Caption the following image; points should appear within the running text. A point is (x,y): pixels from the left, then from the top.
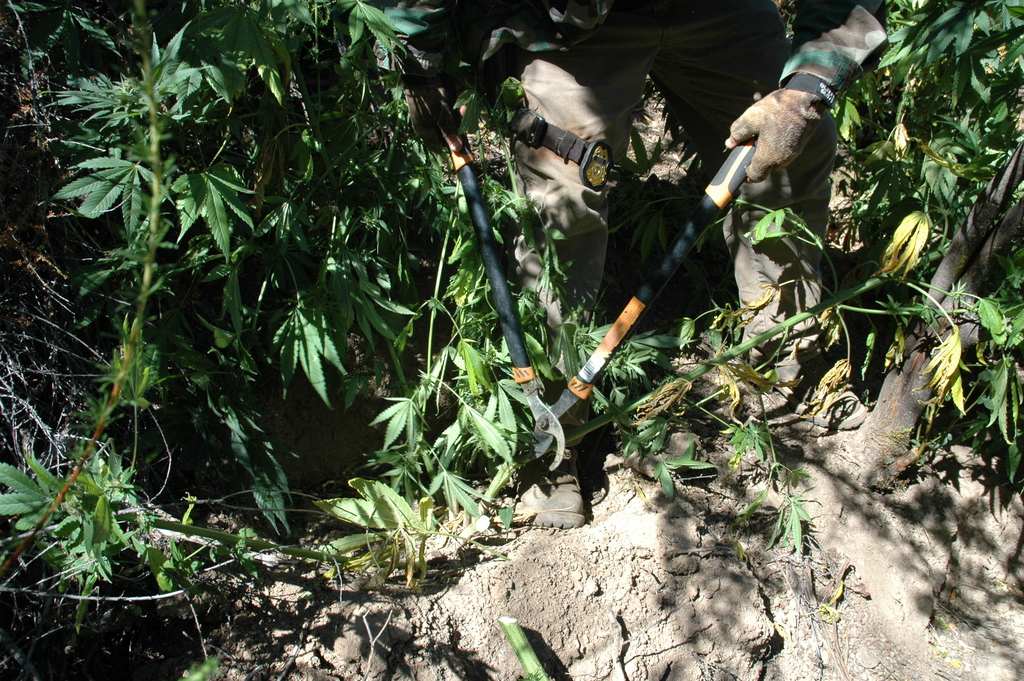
In this image there is a person (561,202) cutting the plants (499,323). In front of the image there is a sand (732,601).
